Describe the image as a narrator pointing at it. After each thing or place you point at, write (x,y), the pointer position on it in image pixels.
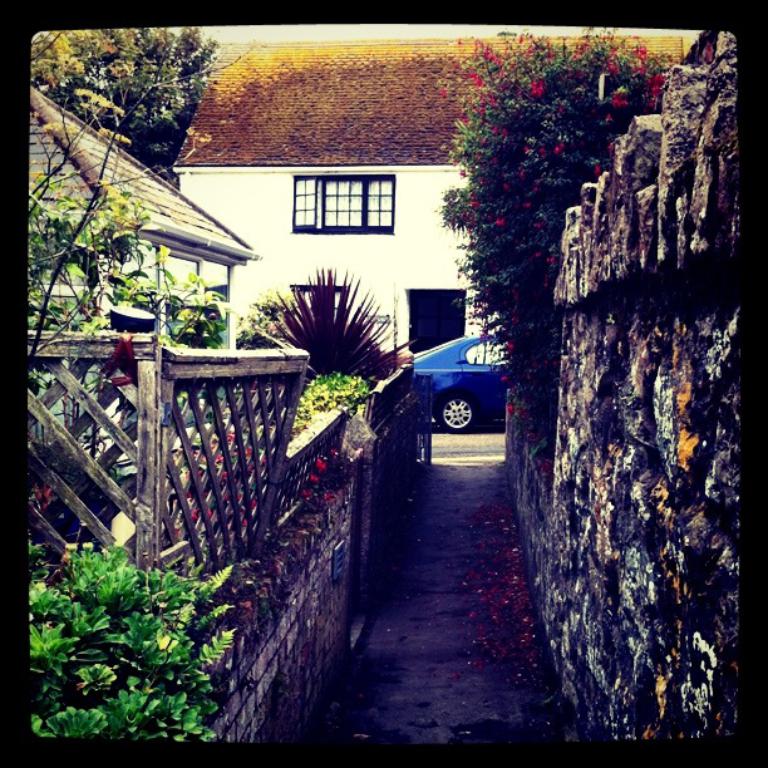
In this image I can see a house (377,141) in the center of the image (421,281). I can see a car (427,364) in front of the house (392,346). On the left hand side of the image (244,259) I can see a wooden house (132,261) or shelter (145,234). I can see some plants (112,301) in here. On the right hand side (628,348) I can see a rock wall (685,278) with a climber plant (527,210) with flowers (501,81). At the bottom (465,710) towards the center (466,467) I can see a walkway (445,710). Behind the house (236,144) I can see a tree (132,77).
